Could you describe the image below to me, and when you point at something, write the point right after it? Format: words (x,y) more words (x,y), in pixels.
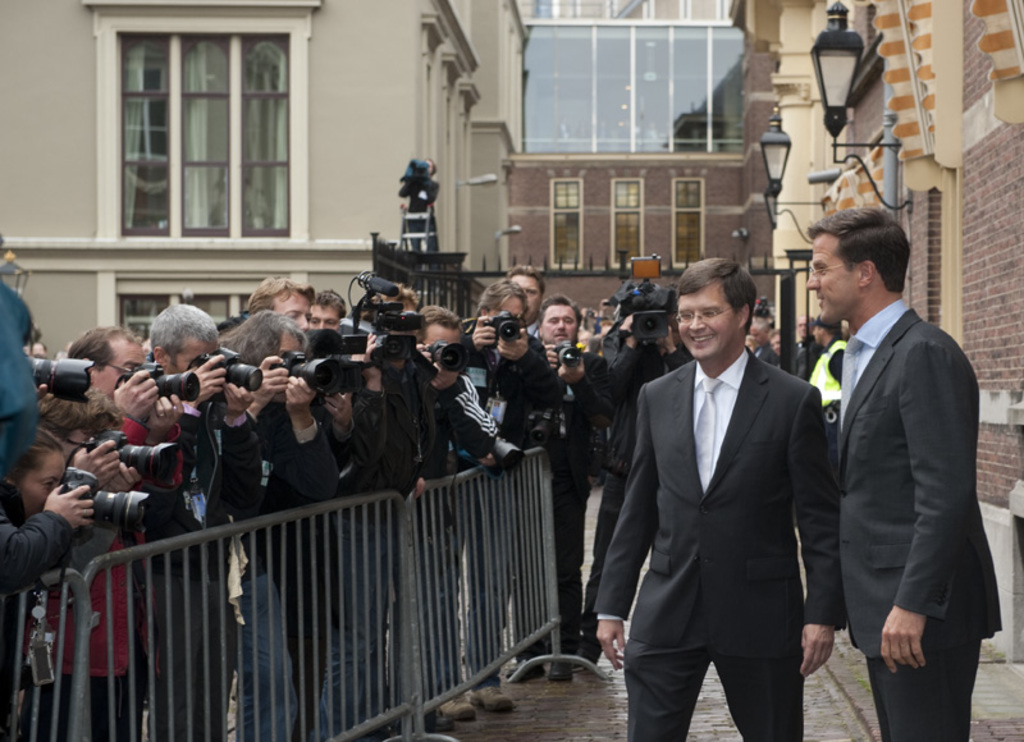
In this picture we can see group of people (495,388) and few people (480,435) holding cameras (405,341), in the background (851,184) we can see few lights (847,49) and buildings (568,189).
